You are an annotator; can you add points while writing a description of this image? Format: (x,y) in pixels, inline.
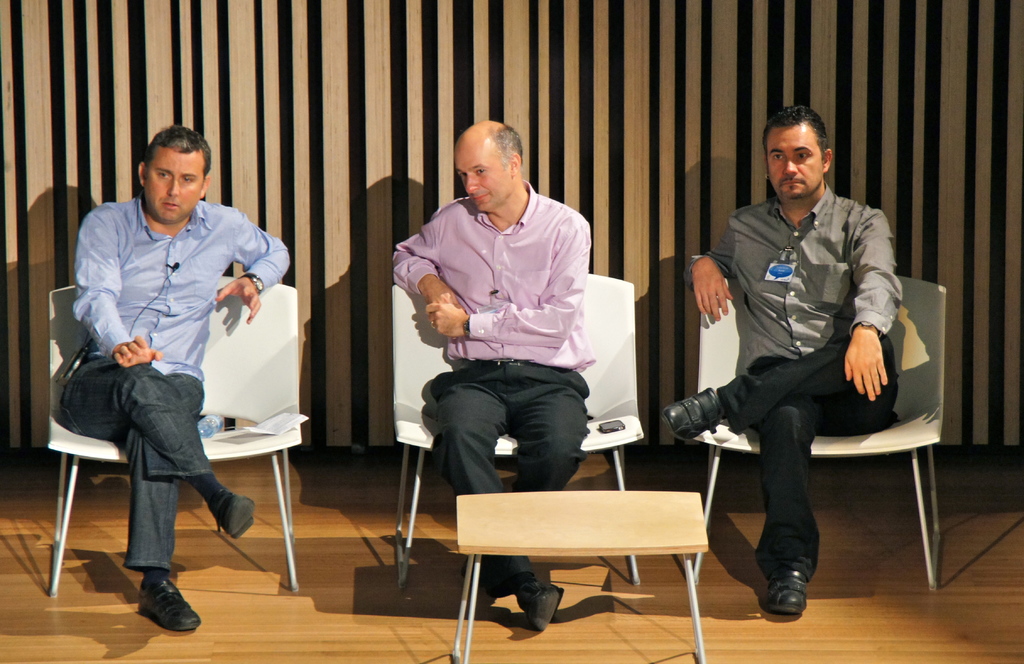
In this picture we can see three persons (488,356) are sitting in front of them there is a table (591,531) and one person (191,405) is talking and the rest of two persons (587,339) are looking towards the opposite back side we can see a wooden wall (685,364).
